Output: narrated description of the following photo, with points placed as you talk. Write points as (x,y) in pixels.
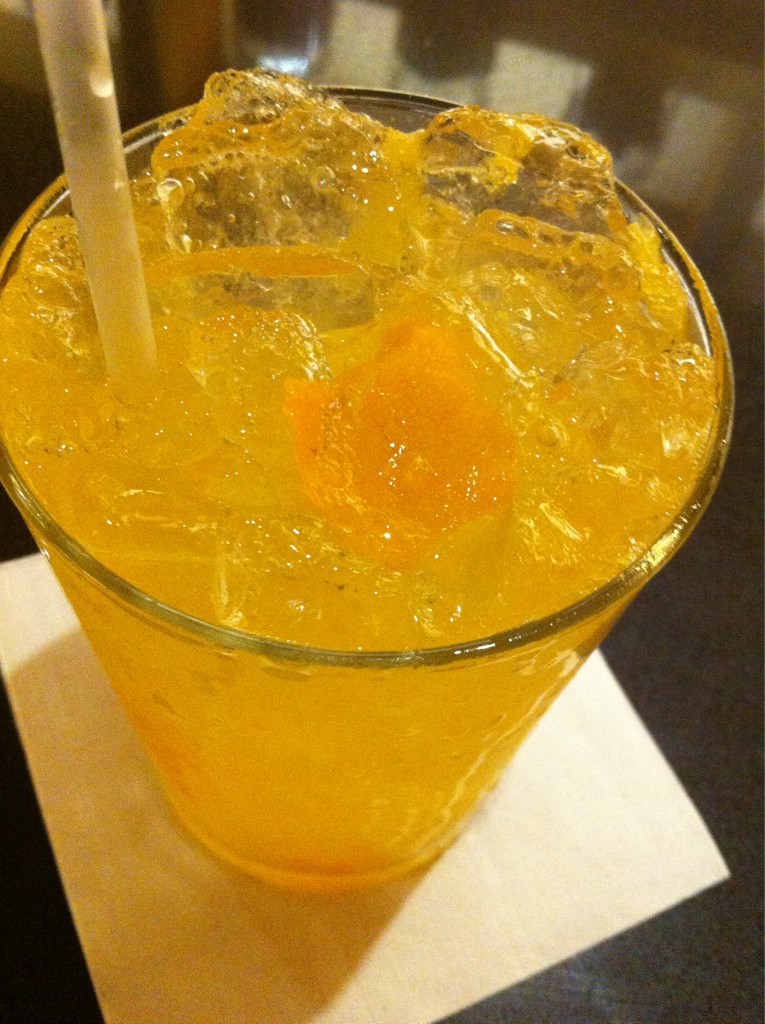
In this picture there is drink (387,295) and there are ice cubes (566,190) and there is straw (115,339) in the glass (259,696). At the bottom (660,823) it looks like a tissue (485,896) on the table (697,649).
